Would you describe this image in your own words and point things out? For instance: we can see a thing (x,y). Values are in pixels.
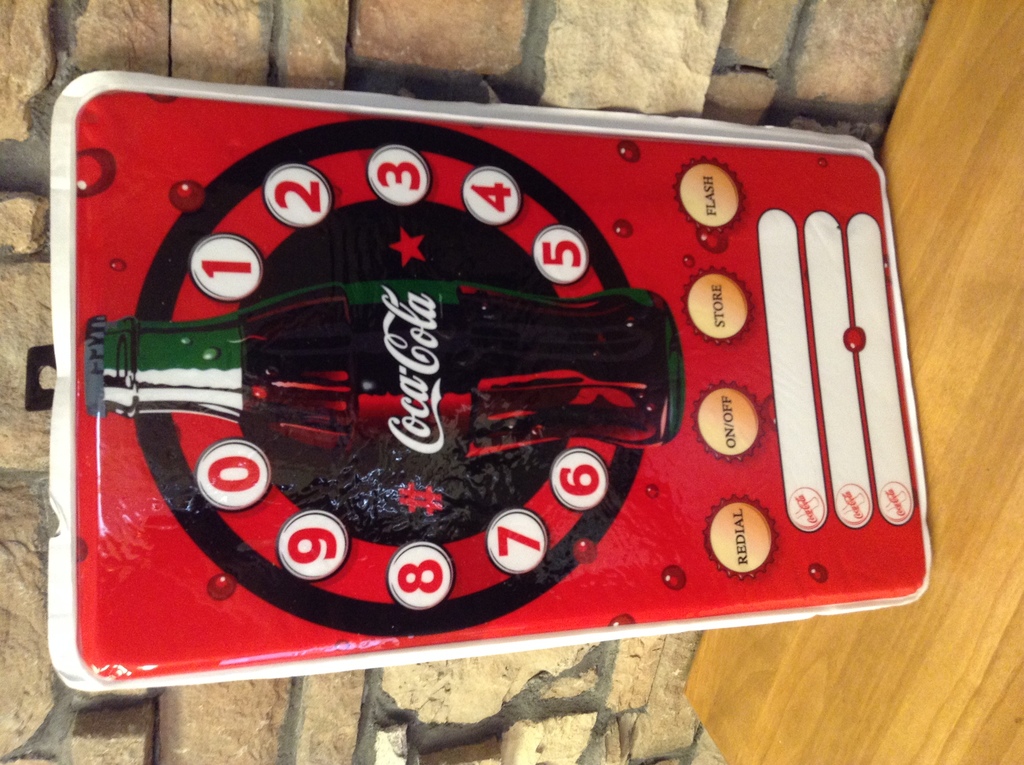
In this picture there is a poster (471,153) in the center of the image (554,305), on which there is a coca cola bottle (541,376).
